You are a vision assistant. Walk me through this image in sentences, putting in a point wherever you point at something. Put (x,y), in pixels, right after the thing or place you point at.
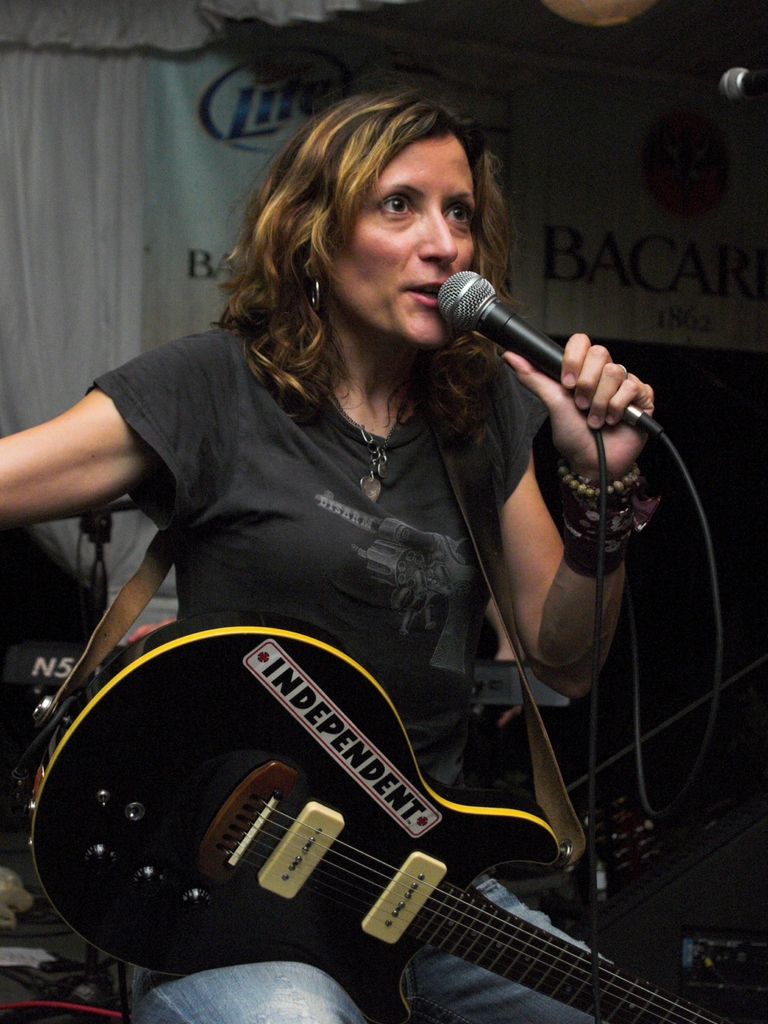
As we can see in the image there is a woman (365,328) holding mic (486,320) and a guitar (314,838).
